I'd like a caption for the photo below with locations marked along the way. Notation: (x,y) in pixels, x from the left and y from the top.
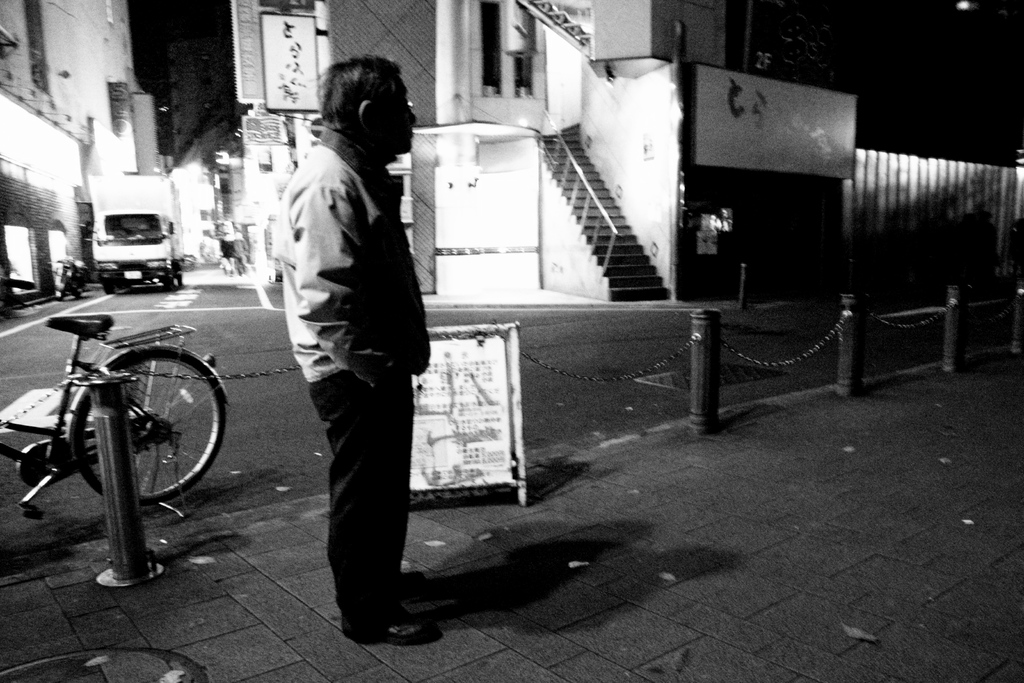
This is a black and white image. In this image we can see a man (407,496) standing on the floor (439,614), barrier poles (134,373), bicycles (79,334), buildings (519,142), motor vehicle (174,204) on the road (257,394), stairs (572,213), staircase (612,252) and information board (467,430).
